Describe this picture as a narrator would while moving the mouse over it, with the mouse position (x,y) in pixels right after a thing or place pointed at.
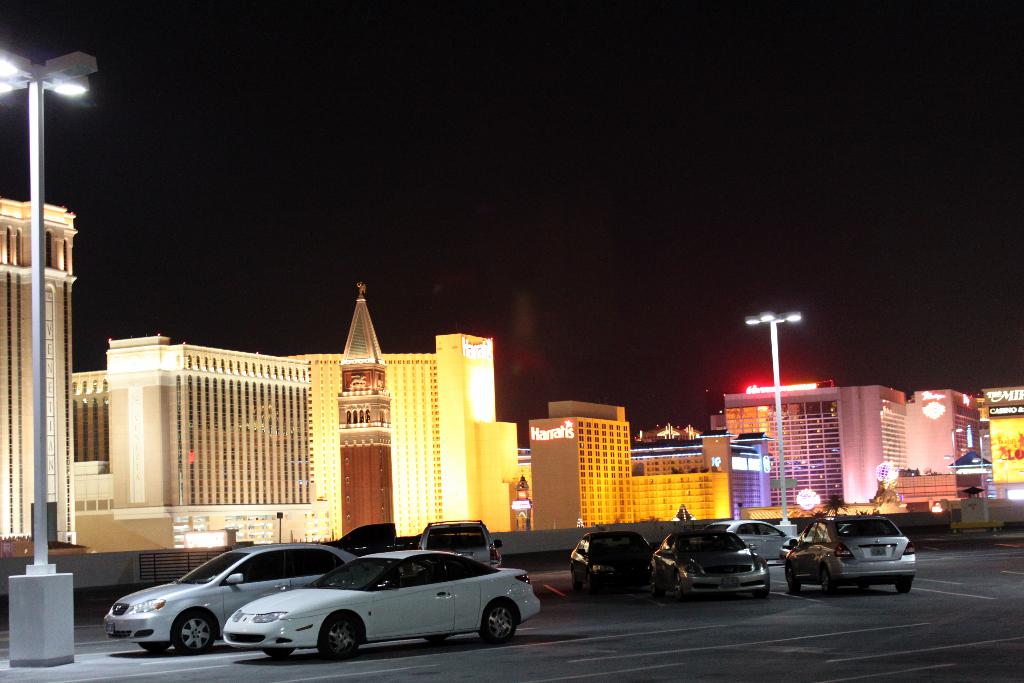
In this image in the center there are cars (378,549) on road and there are light poles (47,522). In the background (321,424) there are buildings (577,447) and on the buildings (514,423) there are some text (533,435) written on it.
